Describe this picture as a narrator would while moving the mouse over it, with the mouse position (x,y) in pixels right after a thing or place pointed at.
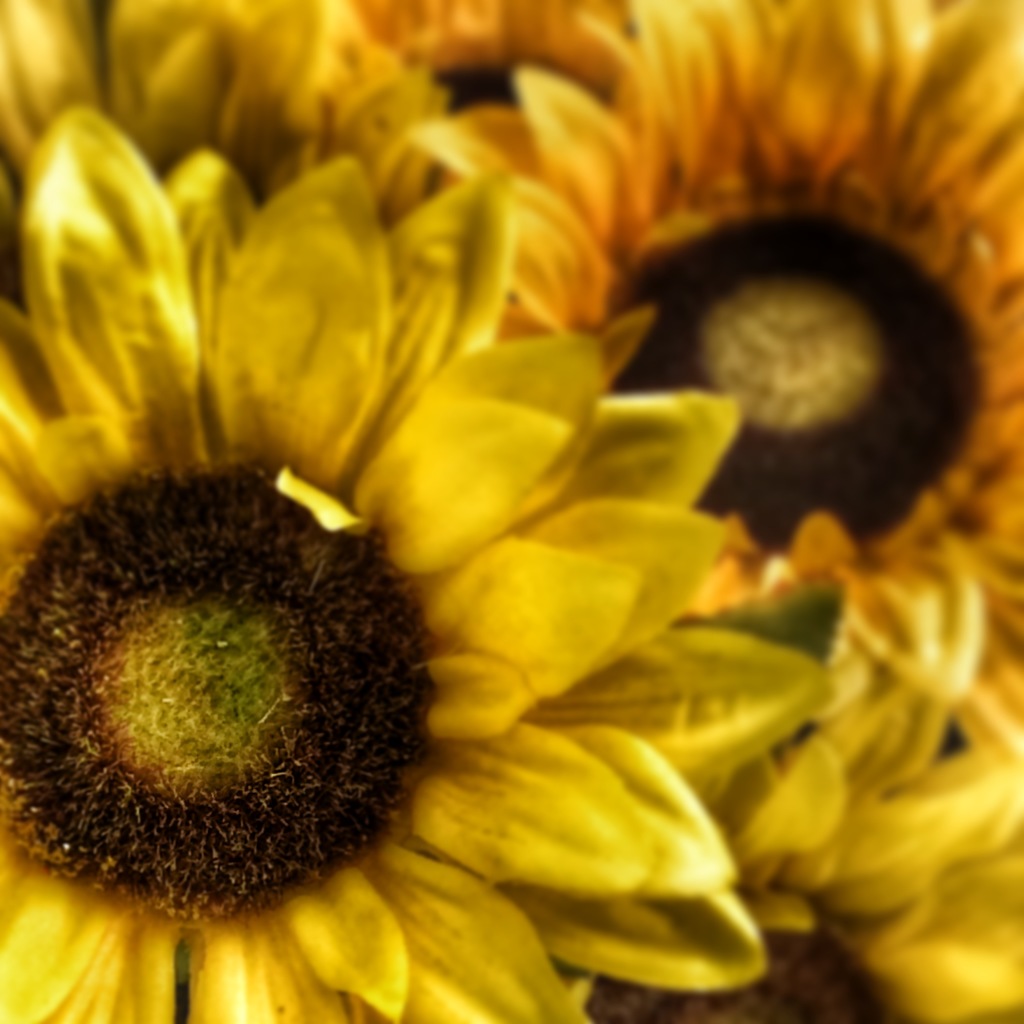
In this image we can see some sunflowers (416,299), and the background (682,38) is blurred.
